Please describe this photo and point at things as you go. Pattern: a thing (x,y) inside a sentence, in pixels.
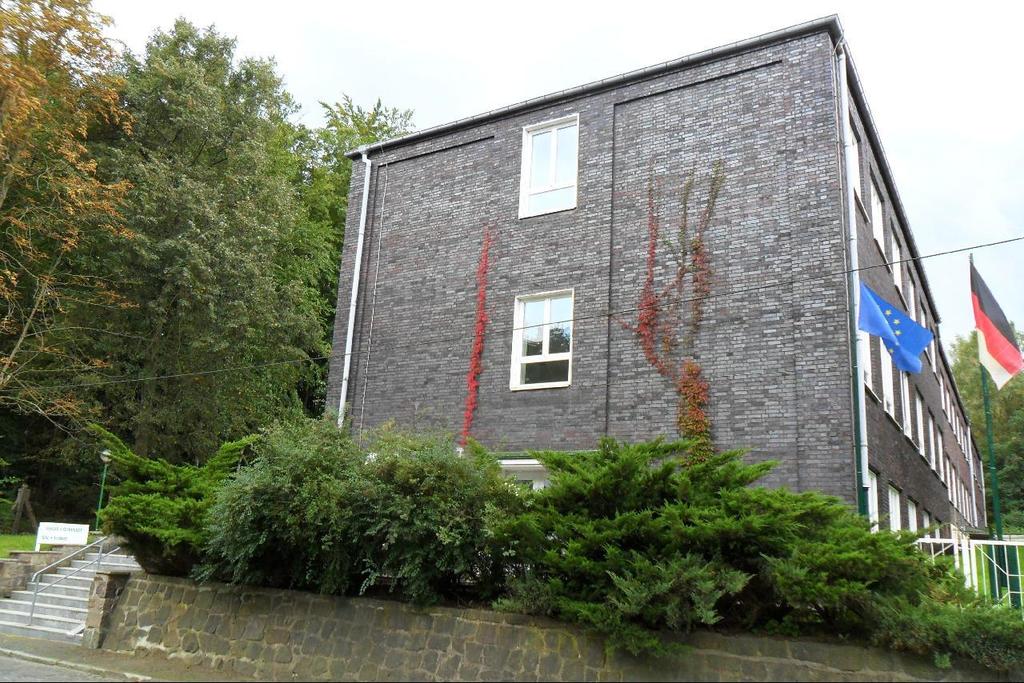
In the picture we can see a building (556,420) which is gray in color with many windows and glasses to it and near the building (578,447) we can see many plants (836,531) and some stairs (56,589) and a pole (96,517) with lamp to it and beside it we can see trees (225,406) and on the other side of the building (979,520) we can see a pole (994,511) with a flag (1014,344) and behind it also we can see some trees (1001,463) and in the background (936,273) we can see a sky (398,8).
